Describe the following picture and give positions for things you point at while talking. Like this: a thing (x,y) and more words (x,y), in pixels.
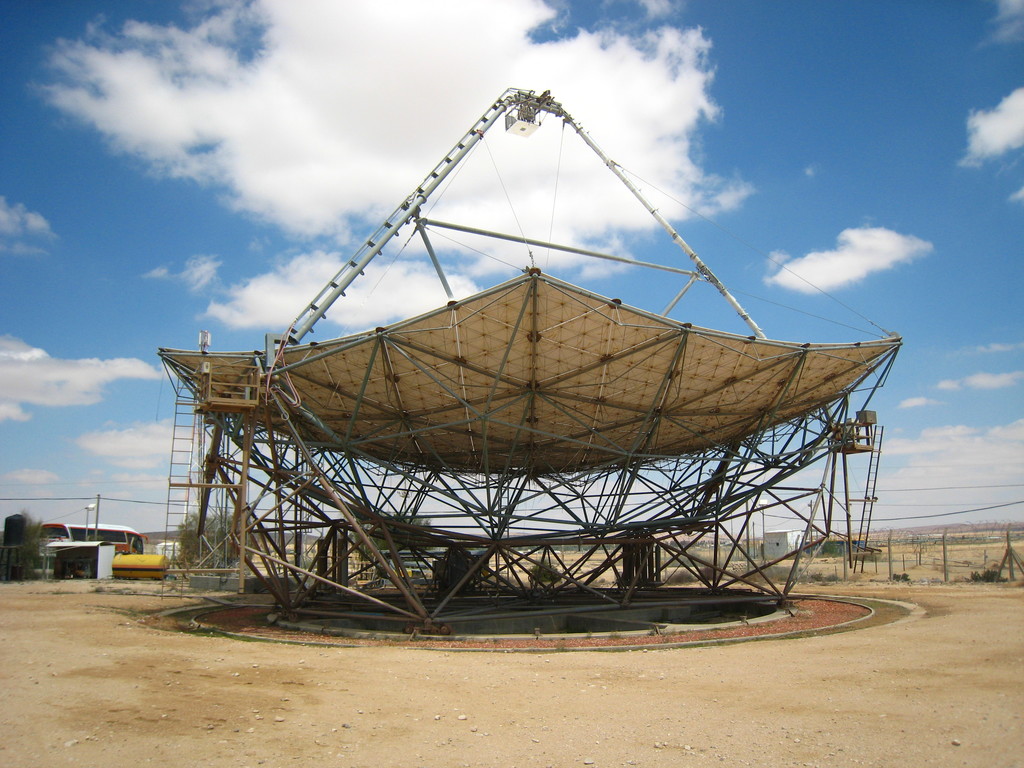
In this image we can see a solar panel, vehicles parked here, trees (203,548), fence (942,543) and the blue color sky (994,274) with clouds (428,65) in the background (442,191).
